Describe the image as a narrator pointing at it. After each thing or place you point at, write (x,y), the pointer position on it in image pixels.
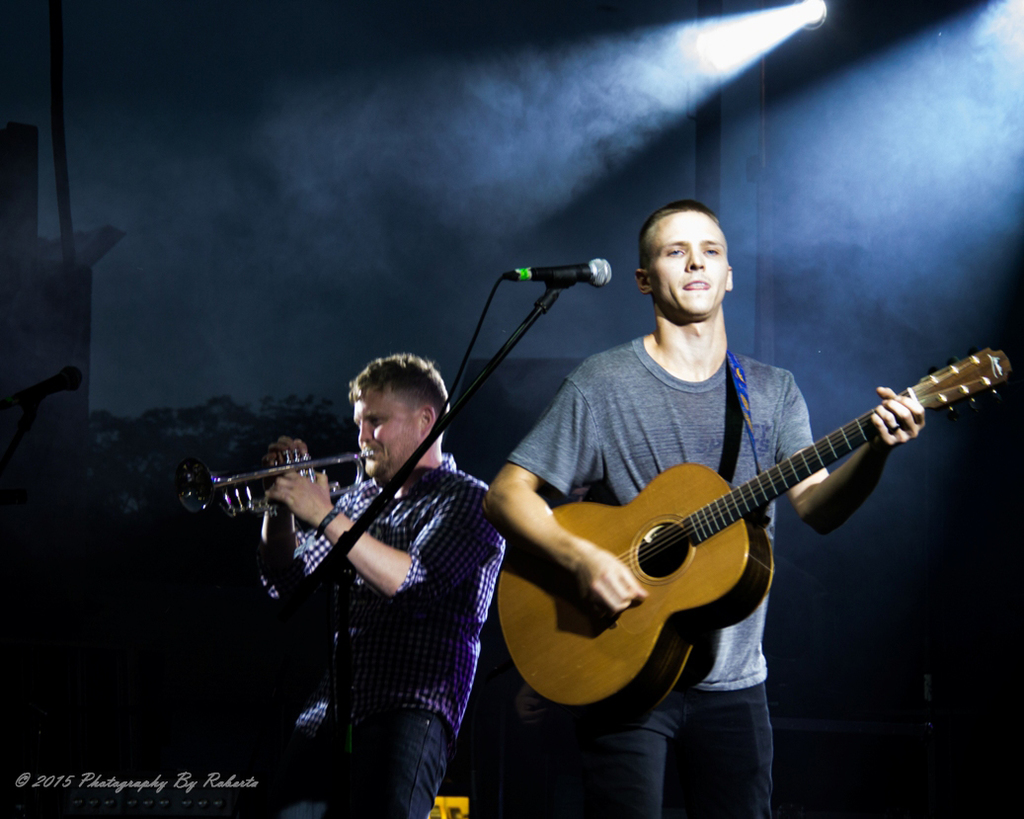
In this picture we can see two men (429,410) where one is playing guitar (677,495) and singing on mic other is playing trumpet (308,457) and in background (213,434) we can see wall (441,195), light (629,54), trees (138,444).
